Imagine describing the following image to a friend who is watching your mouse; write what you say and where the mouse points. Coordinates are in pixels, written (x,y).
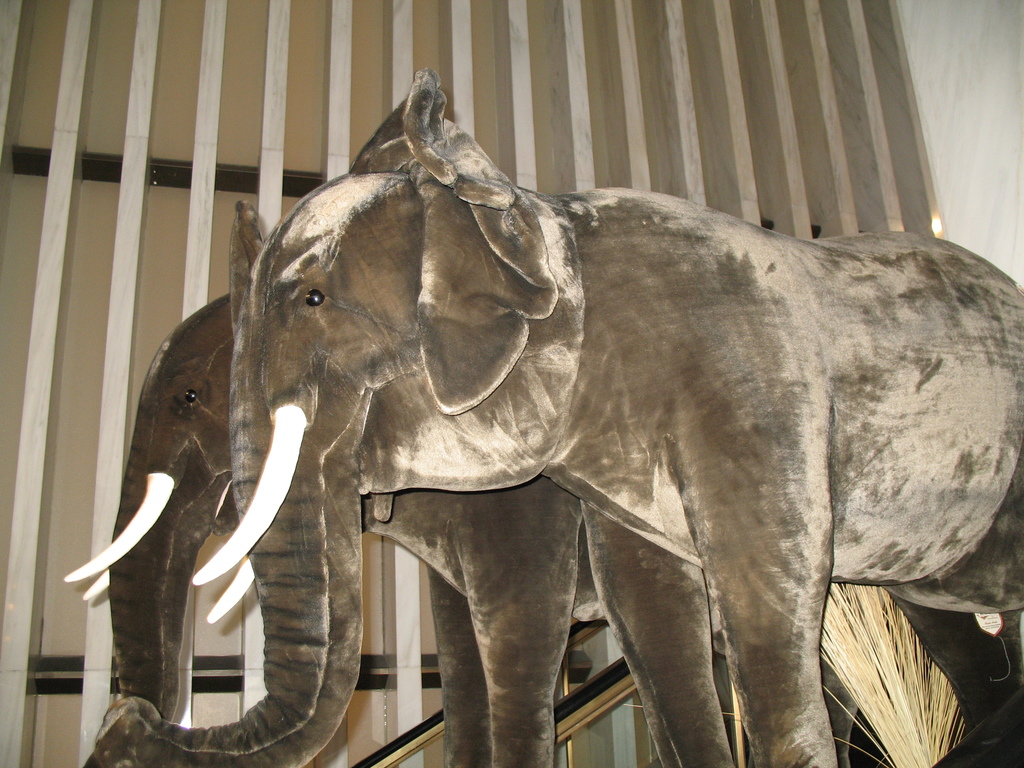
In the image we can see there are stuffed toy elephants (524,513) and behind there is wall (447,100).
